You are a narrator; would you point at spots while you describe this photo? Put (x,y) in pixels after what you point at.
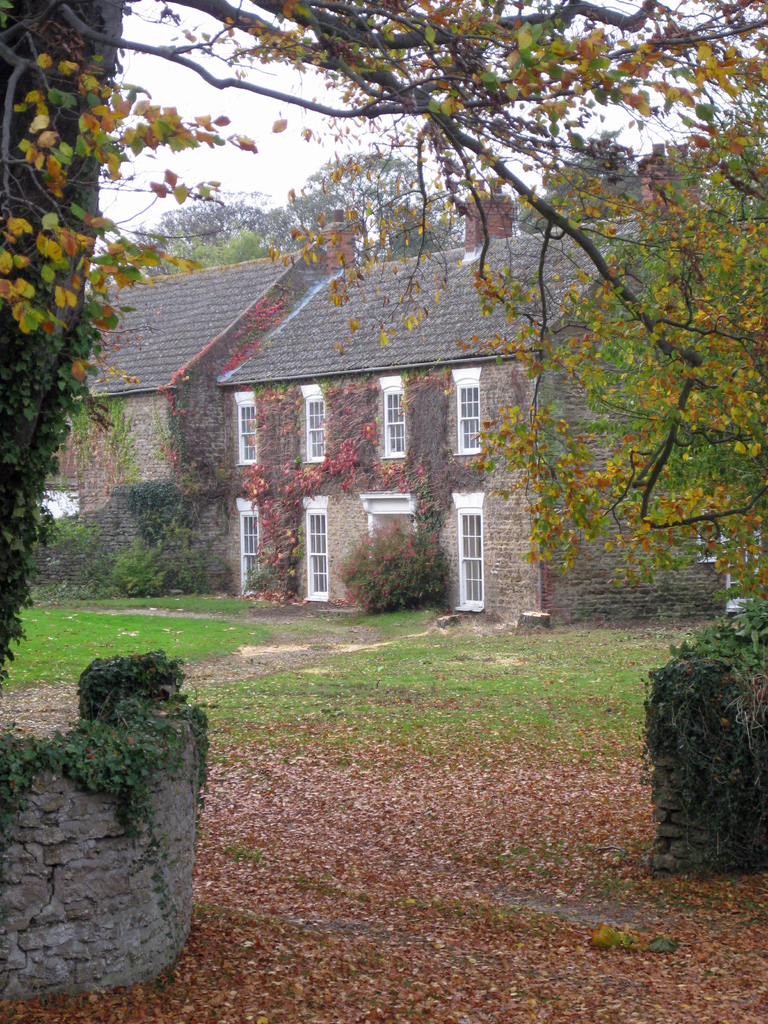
In the image we can see the house (303,406) and these are the windows (404,435) of the house (428,443). Here we can see dry leaves (431,765), grass (447,670), trees (43,307) and the sky (184,174).
